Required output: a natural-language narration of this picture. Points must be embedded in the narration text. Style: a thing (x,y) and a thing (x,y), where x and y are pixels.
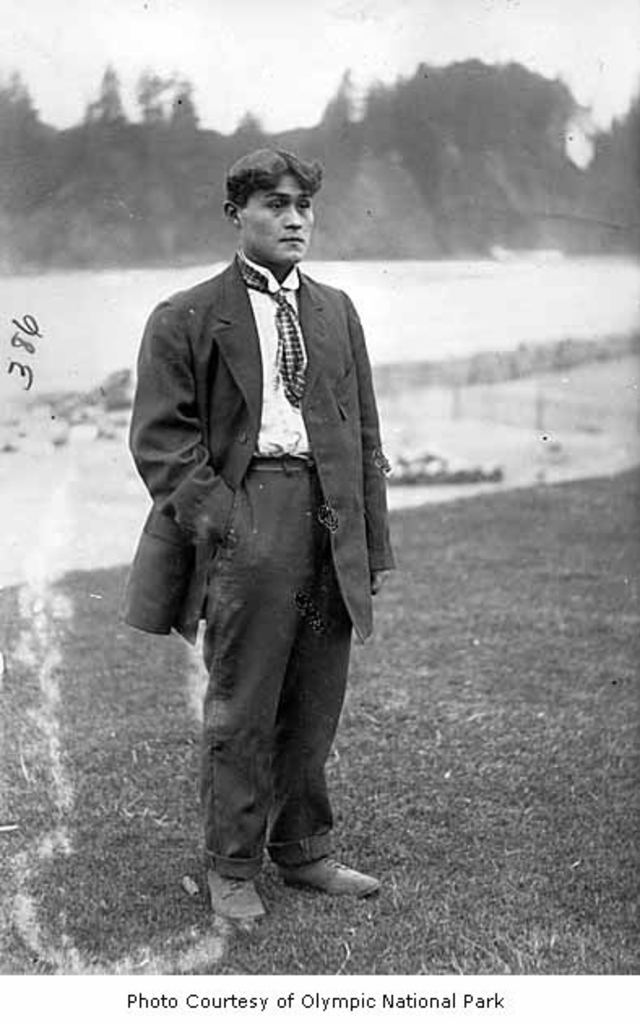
In this image, we can see a person (248,568) standing and wearing a coat (309,374) and a tie (282,350). In the background (466,118), there are trees (413,166). At the bottom (486,789), there is ground (422,785) and we can see some text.
